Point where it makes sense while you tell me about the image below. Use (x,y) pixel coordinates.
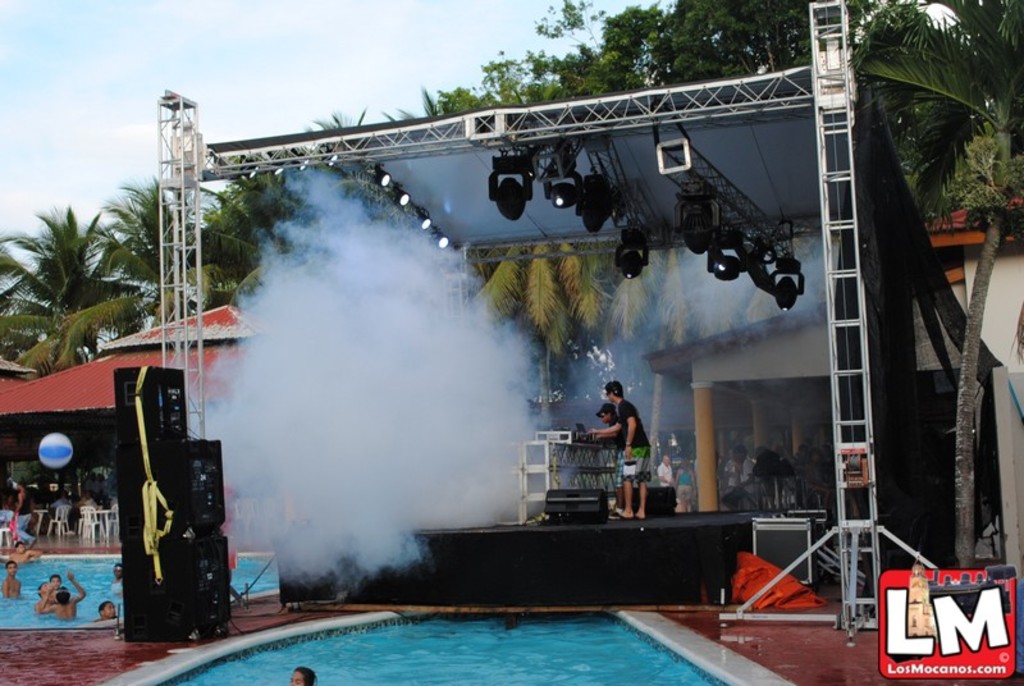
In the picture I can see stage lights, people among them some are standing on the stage (591,546) and some are in the water (26,589). In the background (71,217) I can see the sky (32,226), trees (97,338), roof (211,319), house (101,471), white smoke (420,387) and some other objects (582,496). On the bottom right side of the image (917,665) I can see a logo (959,652) on the image.
